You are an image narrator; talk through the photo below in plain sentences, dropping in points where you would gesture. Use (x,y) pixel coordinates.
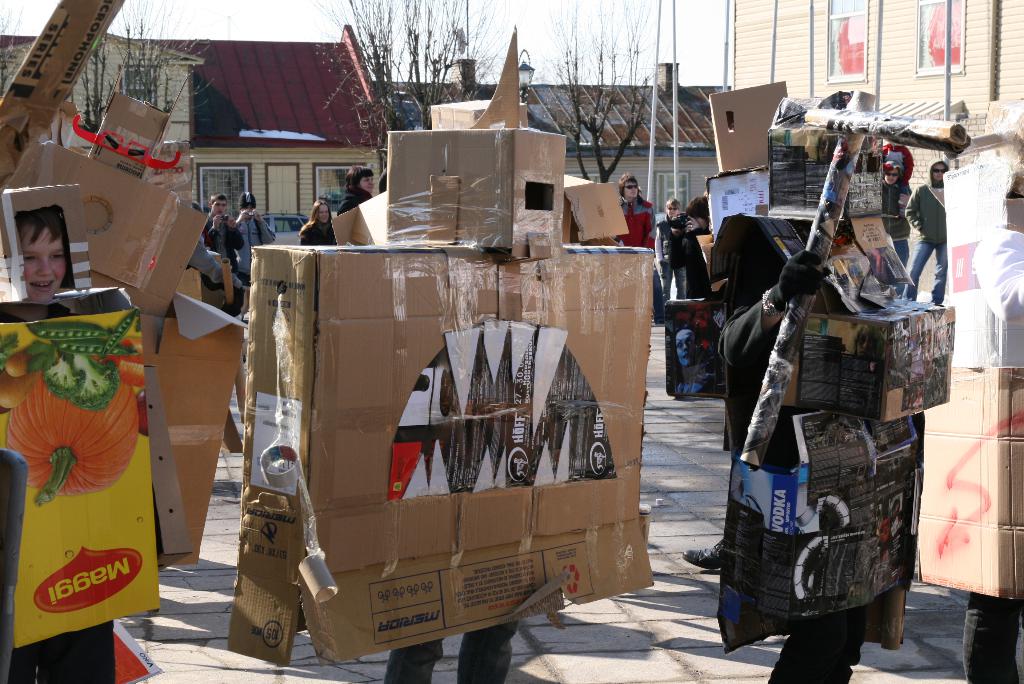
In the center of the image (598,328) we can see a few people (600,427) are standing and they are holding some objects (884,408). And we can see they are in different costumes (452,473). And the left side person (37,216) is smiling. In the background (264,20), we can see the sky (252,24), clouds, trees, buildings (757,74), poles (775,59), banners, one vehicle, few people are standing and few other objects (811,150).
